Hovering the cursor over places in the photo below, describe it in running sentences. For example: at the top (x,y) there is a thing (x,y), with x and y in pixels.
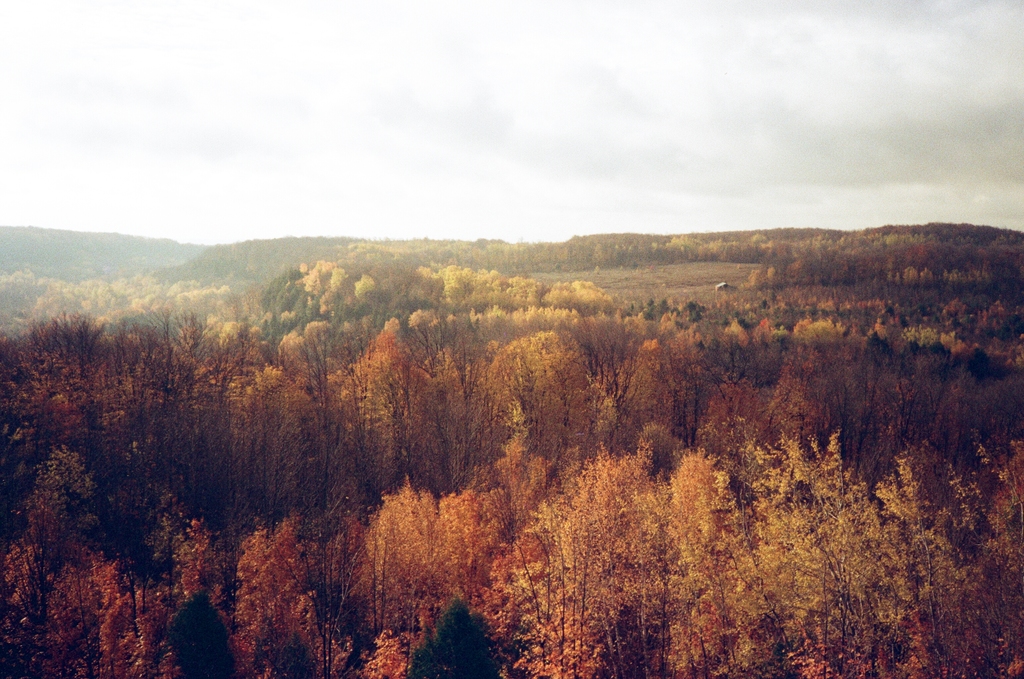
This is an aerial view. In this picture we can see the hills (222,270) and trees (504,363). At the top of the image (590,68) we can see the clouds (701,79) are present in the sky (319,210).
